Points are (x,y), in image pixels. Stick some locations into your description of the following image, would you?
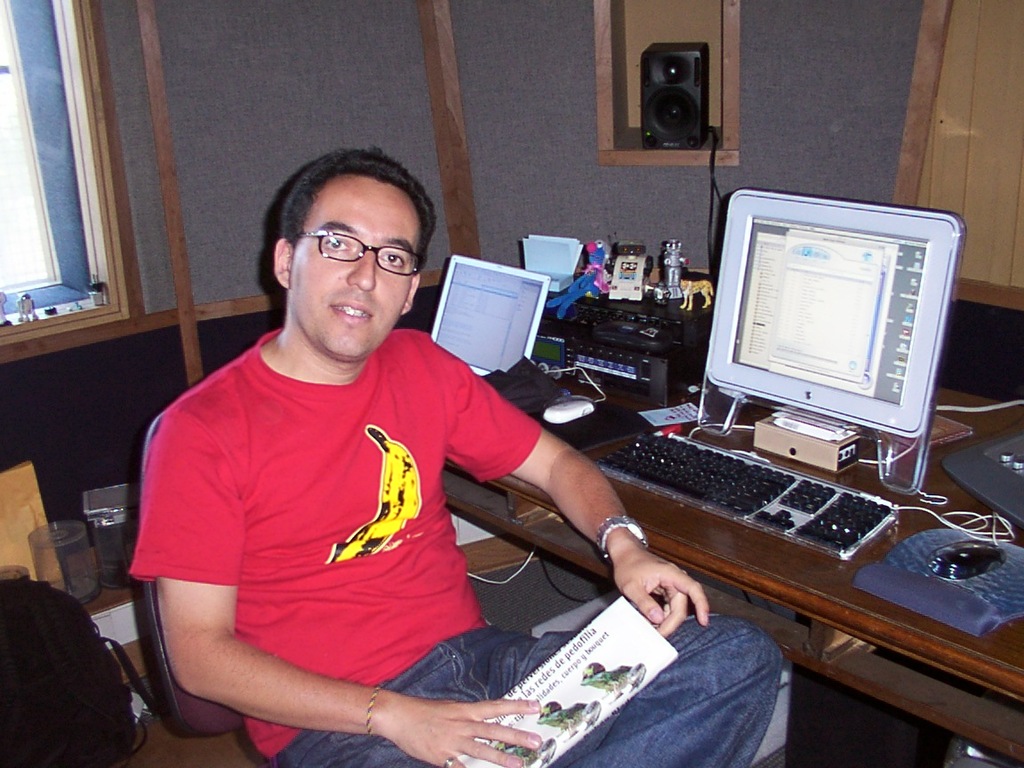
In this image I can see a person (336,452) sitting in front of the table (687,511). On the table (837,571) there is a system (763,326) and some of the objects (1012,541).
